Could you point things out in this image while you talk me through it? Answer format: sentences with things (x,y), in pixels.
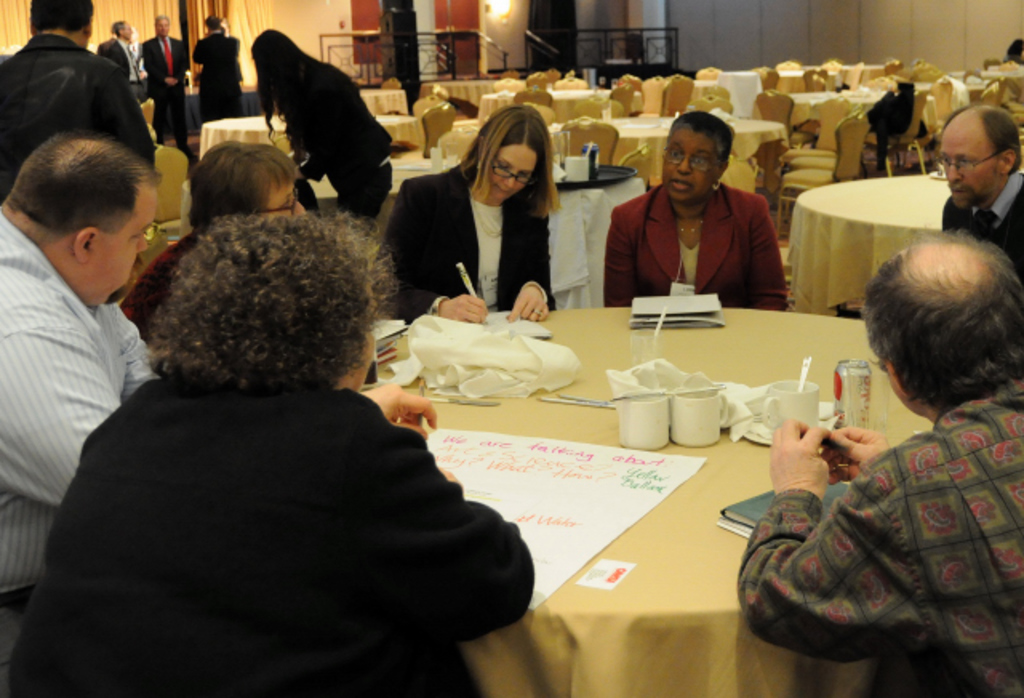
There are group of people (283,227) sitting on the chairs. This is a table (652,584) covered with a cloth (703,586). There is a paper (556,488), white cloth (491,369), cups (706,415), and tin (836,387), papers (713,322) and some objects (610,406) on it. At background (306,173) I can see few people (282,76) standing. There are some other chairs (676,103) and tables (860,211). At background (480,32) I can see a lamp (493,2) and staircase holder (477,43).
